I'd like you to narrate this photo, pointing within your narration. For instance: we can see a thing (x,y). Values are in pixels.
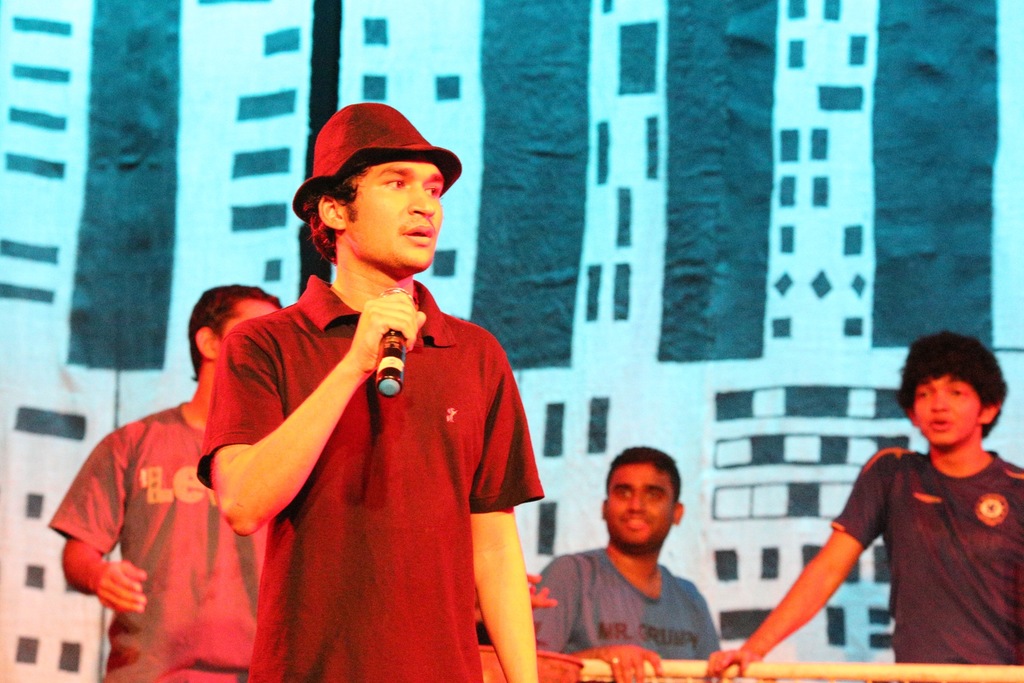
In this picture we can see four men (198,646) where a man (418,305) wore a cap (377,114) and holding a mic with his hand (395,312) and beside him a man (611,492) smiling.
